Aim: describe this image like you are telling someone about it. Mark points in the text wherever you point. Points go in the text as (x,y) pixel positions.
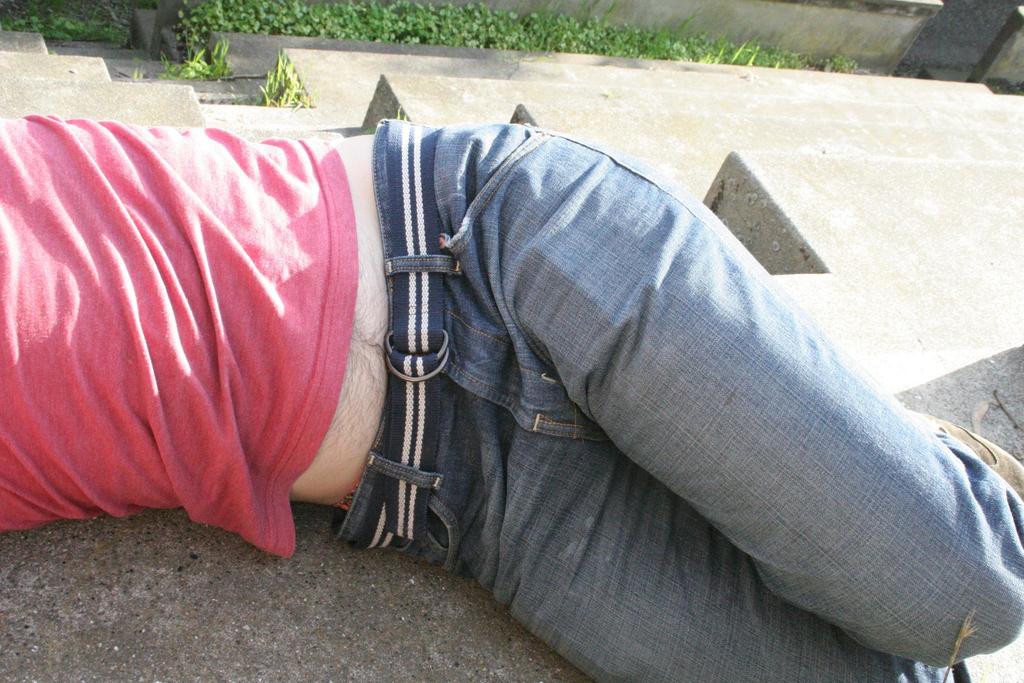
In the foreground of this image (491,416), there is a man (210,482) lying down. In the background (761,148), there are steps (894,182), grass (280,77) and few plants (628,44) near the compound wall (770,28). On the top right (973,42), there is the road (963,40).
